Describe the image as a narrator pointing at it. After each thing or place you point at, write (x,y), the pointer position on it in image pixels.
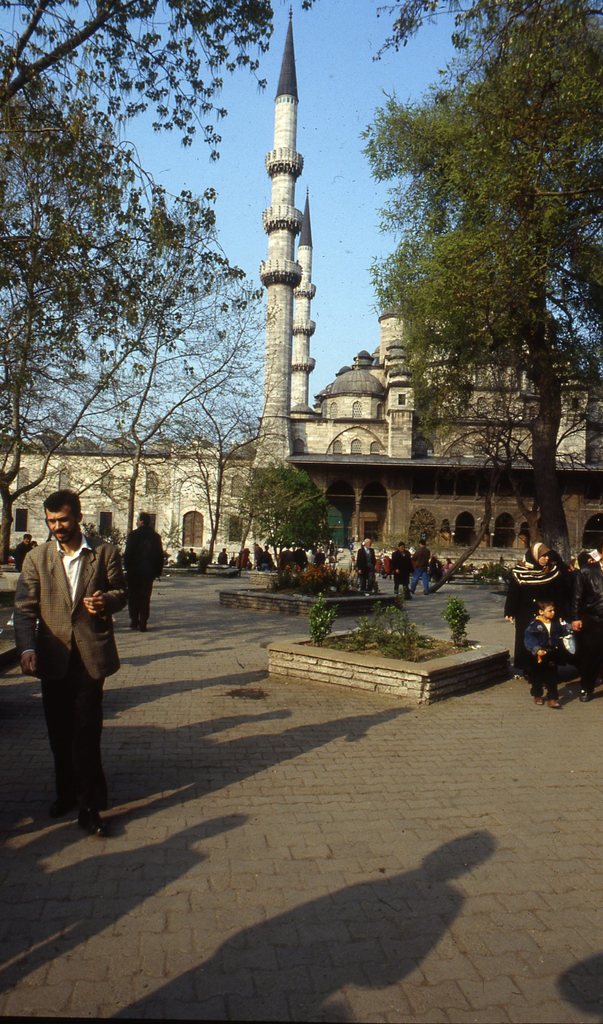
On the left side (89,790), there is a person (72,741) in a suit (93,628) walking on the road (574,728) on which, there are shadows (566,690) of the persons (563,681). In the background (501,536), there are persons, plants (370,634), trees (511,255), buildings (365,438) which are having windows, towers (284,132) and there is blue sky (270,44).
